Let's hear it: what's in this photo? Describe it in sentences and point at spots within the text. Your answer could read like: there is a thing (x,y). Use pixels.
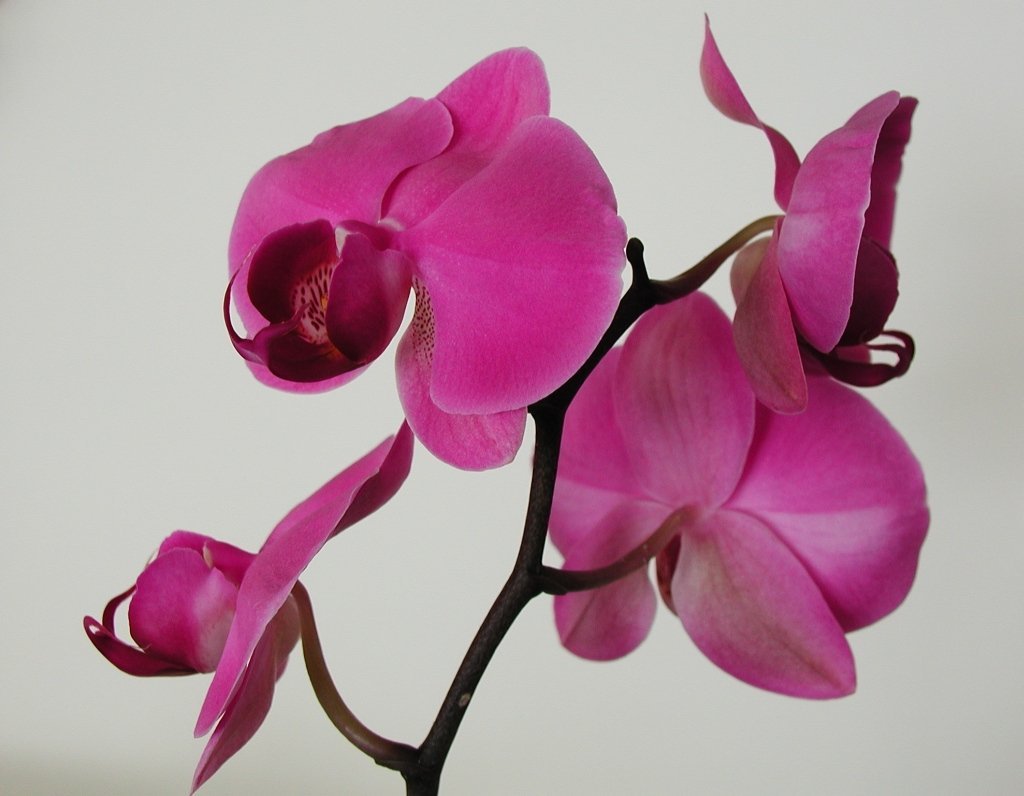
In this image I can see pink color flowers (310,275) to a stem (546,454). The background (93,469) is in white color.
